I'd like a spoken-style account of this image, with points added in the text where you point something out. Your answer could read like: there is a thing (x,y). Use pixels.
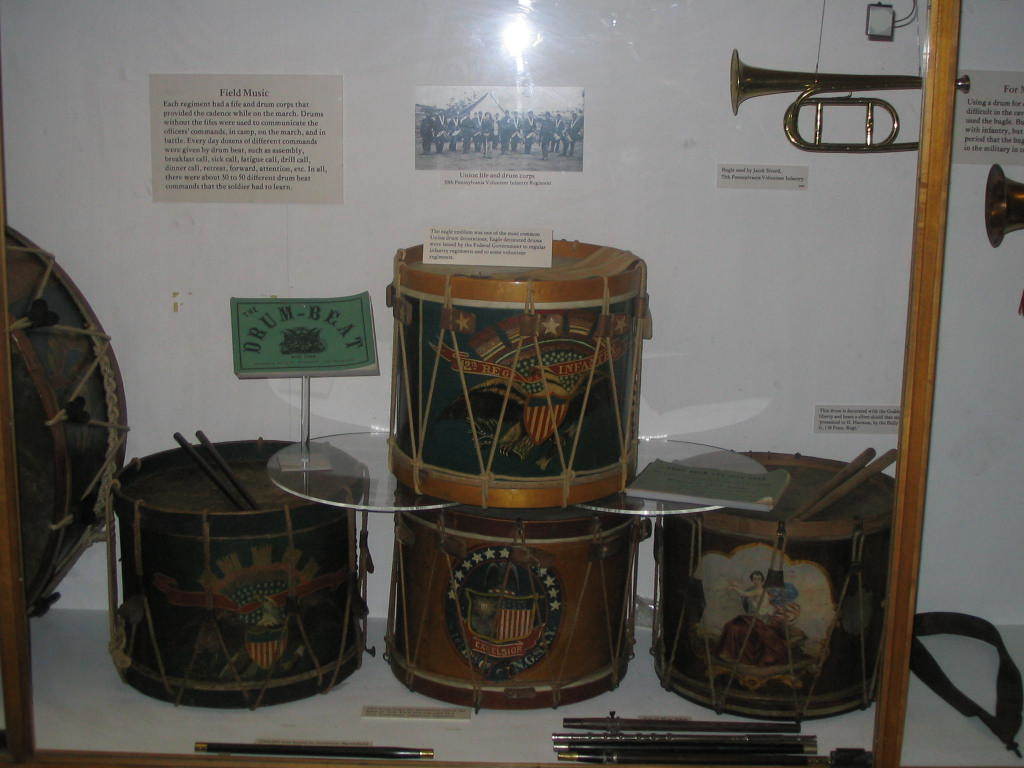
At the bottom of this image (349,610), there are drums (446,475) and sticks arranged on a shelf (899,513), which is covered with a glass (500,40). In the background (559,198), there are posters (982,132) pasted on a white wall (675,82).
